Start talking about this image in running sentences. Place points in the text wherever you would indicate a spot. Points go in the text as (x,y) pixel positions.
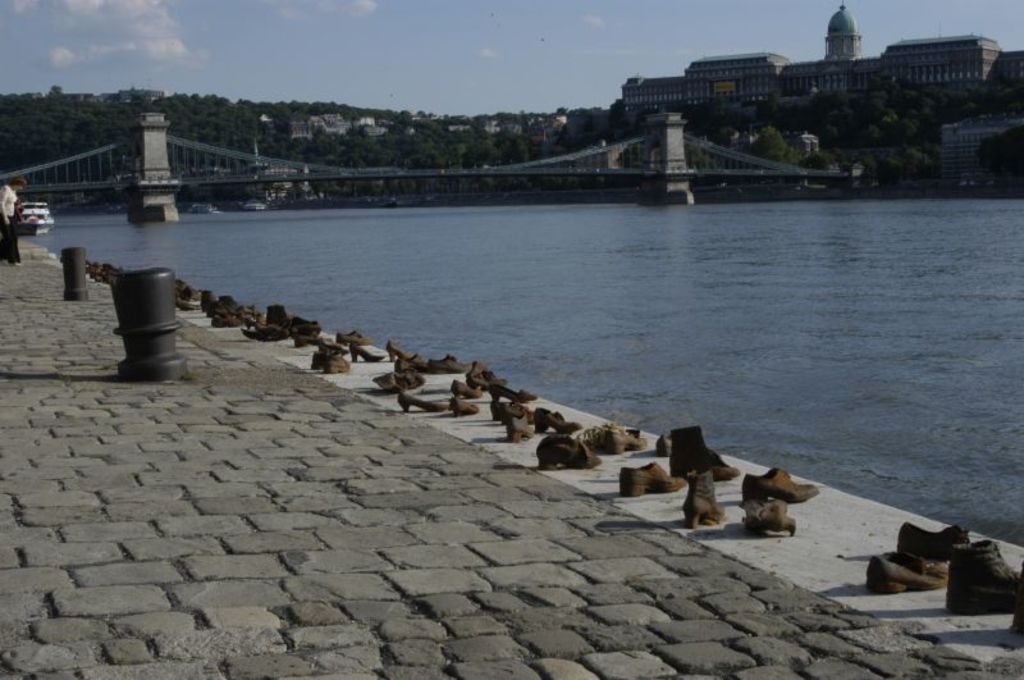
In this image we can see some sandals (787,486) and boots (758,495) on the pathway (600,509). On the backside (635,369) we can see a water body (692,378) and a bridge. We can also see a building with windows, some trees (766,156) and the sky (363,78) which looks cloudy.
